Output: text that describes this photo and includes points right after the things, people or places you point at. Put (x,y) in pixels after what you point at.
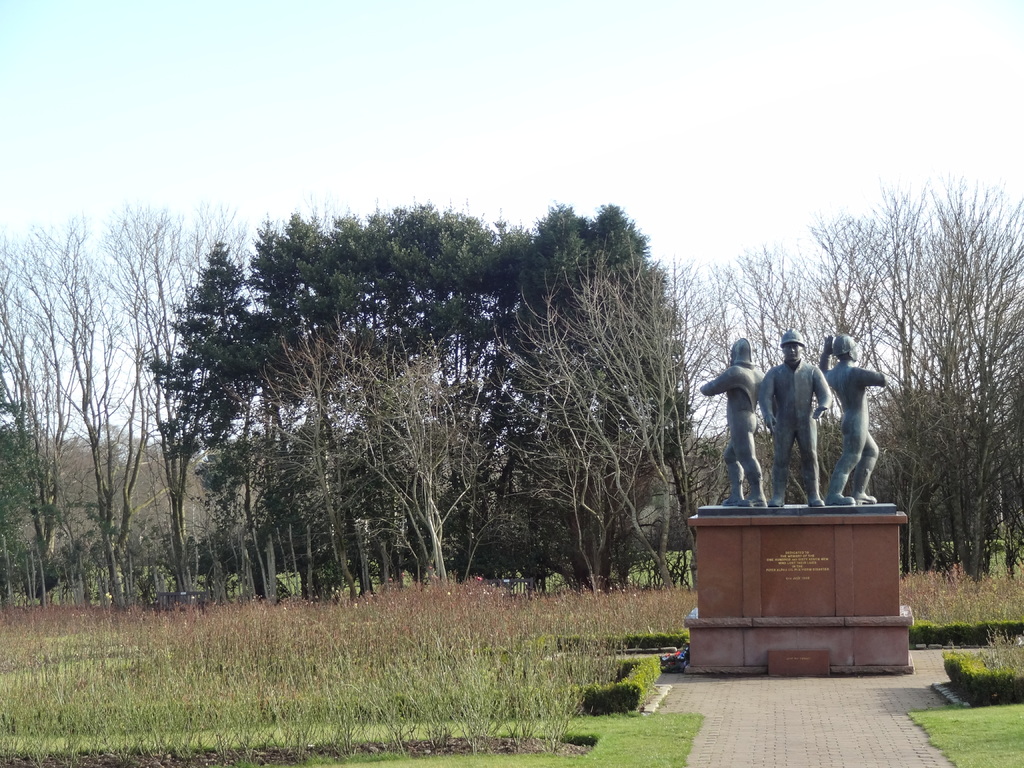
In this image we can see trees (189,551), plants (300,621), grass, statue (742,473) and sky (564,115).
